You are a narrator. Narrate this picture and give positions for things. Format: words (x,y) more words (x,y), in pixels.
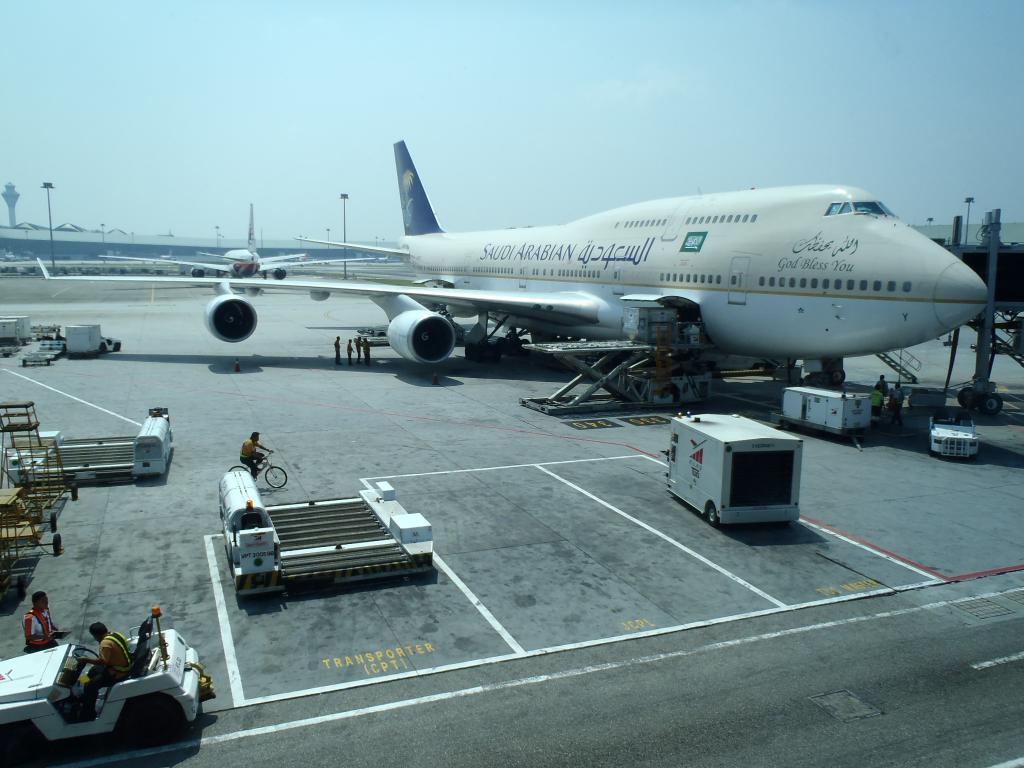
In the center of the image (541,304) we can see an aeroplane (599,304). In the background of the image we can see some vehicles (372,520), persons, bridge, towers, poles (347,275). At the bottom of the image (511,634) we can see the ground (583,427). At the top of the image (576,73) we can see the sky (614,118).
